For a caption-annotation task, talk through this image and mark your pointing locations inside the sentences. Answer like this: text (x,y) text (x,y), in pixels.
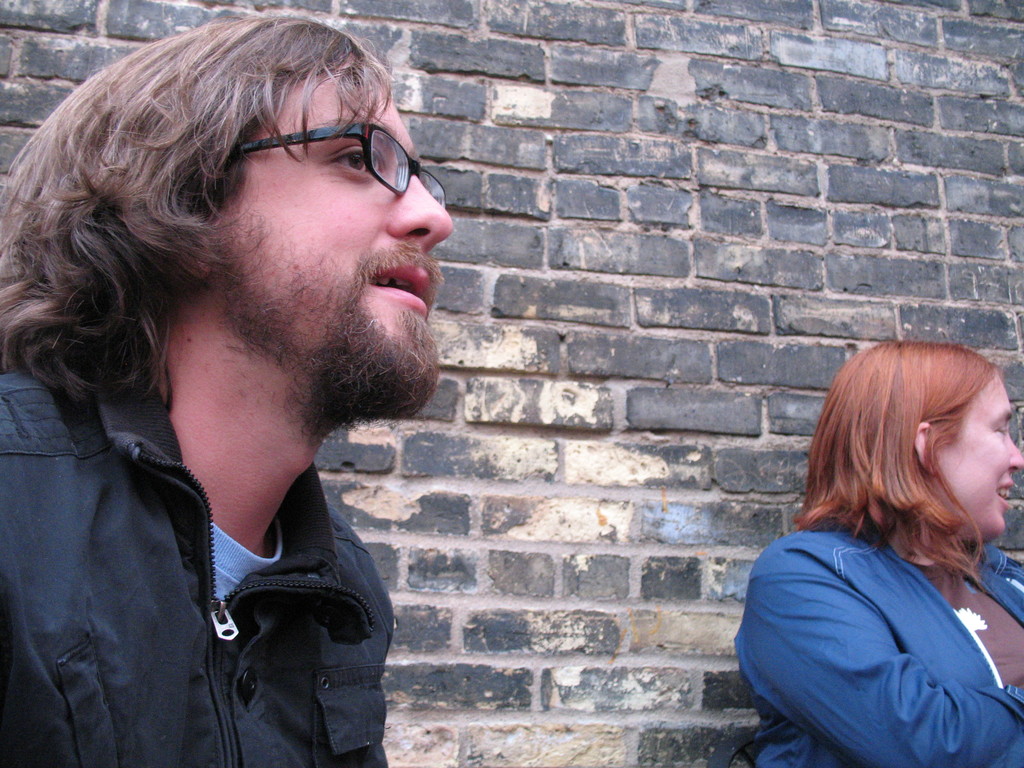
In this image I can see a man (260,451) and a woman (890,449). I can see she is wearing blue colour jacket (793,628) and he is wearing black colour jacket (183,569). I can also see he is wearing specs (405,163) and in the background (535,333) I can see a wall (657,253).
